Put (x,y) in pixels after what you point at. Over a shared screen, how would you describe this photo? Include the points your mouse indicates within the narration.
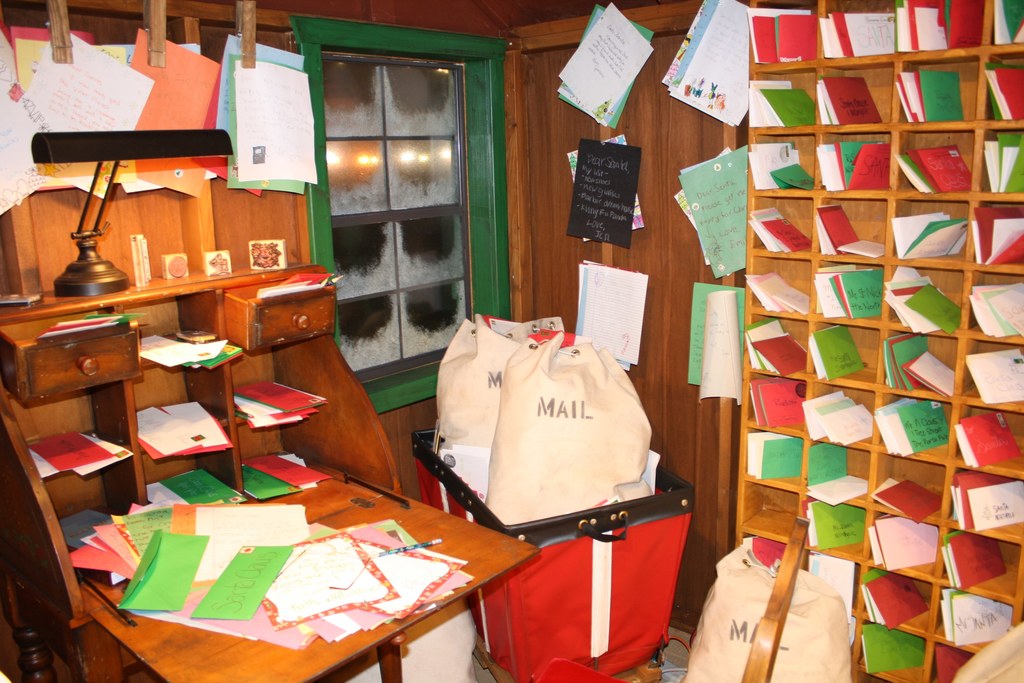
In this picture I can see a table (288,584) in front (206,525) on which there are many papers (246,537) which are colorful and on the left side (20,412) and right side of this image (782,149) I see racks (246,371) on which there are many papers (841,148) too and in the background (520,124) I see the wall (579,112) on which there are number of papers (602,31) and I see the window (357,133) in the center of this image (377,245) and I see a red color thing (653,634) on which there are 2 bags (506,387), on which there is something written and side to it I see another bag (723,610).
